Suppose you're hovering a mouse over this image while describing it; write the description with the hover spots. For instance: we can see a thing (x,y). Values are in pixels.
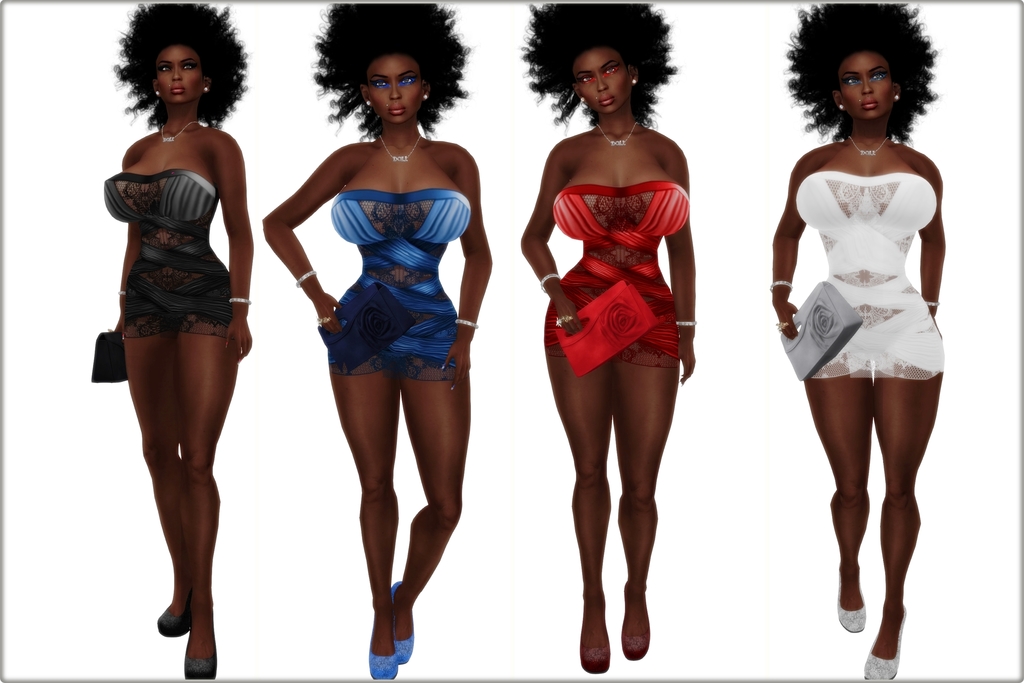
This is an animated picture. Here we can see four women (209,614). Background (104,139) it is white.
